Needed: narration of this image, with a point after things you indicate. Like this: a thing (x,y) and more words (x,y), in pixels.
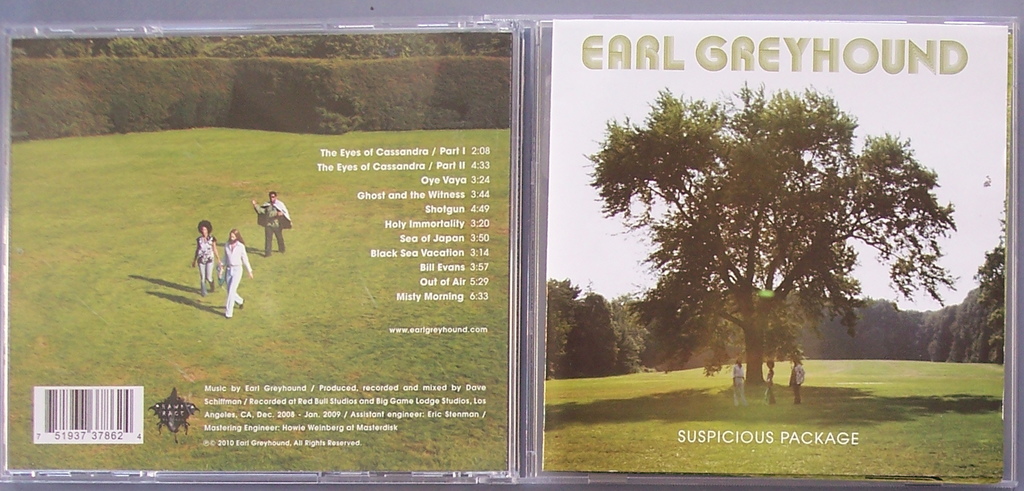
In the picture I can see the plastic compact disc mockup (857,197). I can see three persons (285,220) walking on the green grass (295,240) and they are on the left side (228,300). I can see three persons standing on the grass (822,415) and they are on the right side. In the background (830,357), I can see the trees (845,265).
